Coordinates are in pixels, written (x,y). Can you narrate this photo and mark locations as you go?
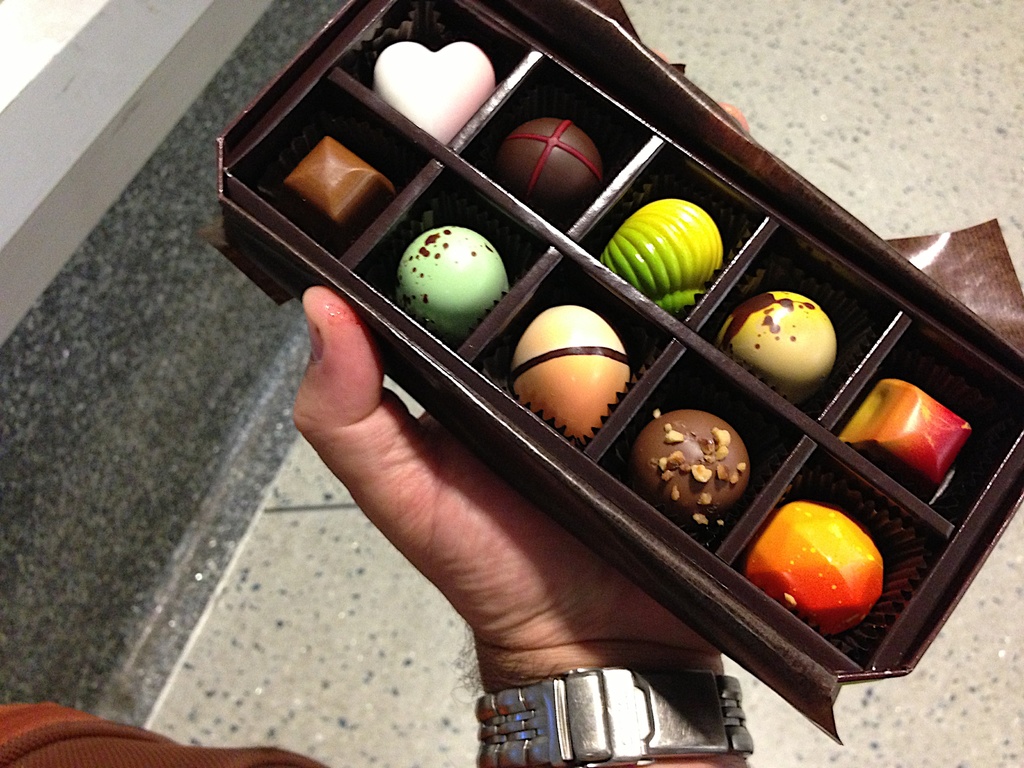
In this picture we can see the round chocolates (793,300) in the brown tray (612,278), holding in the person hand (537,602). Behind we can see the flooring tile (270,604).
